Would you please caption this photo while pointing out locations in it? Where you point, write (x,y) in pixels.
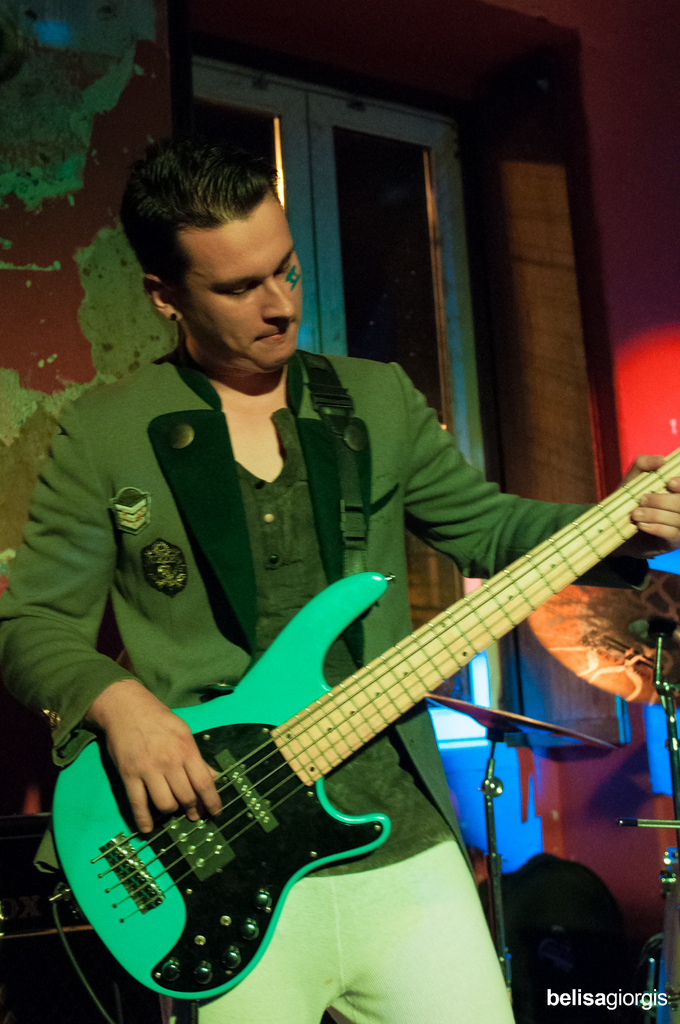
In this picture we can see a man (471,496) playing guitar (247,858). There are musical instruments (550,605). In the background (444,41) we can see a wall (76,0) and a window (447,277).
